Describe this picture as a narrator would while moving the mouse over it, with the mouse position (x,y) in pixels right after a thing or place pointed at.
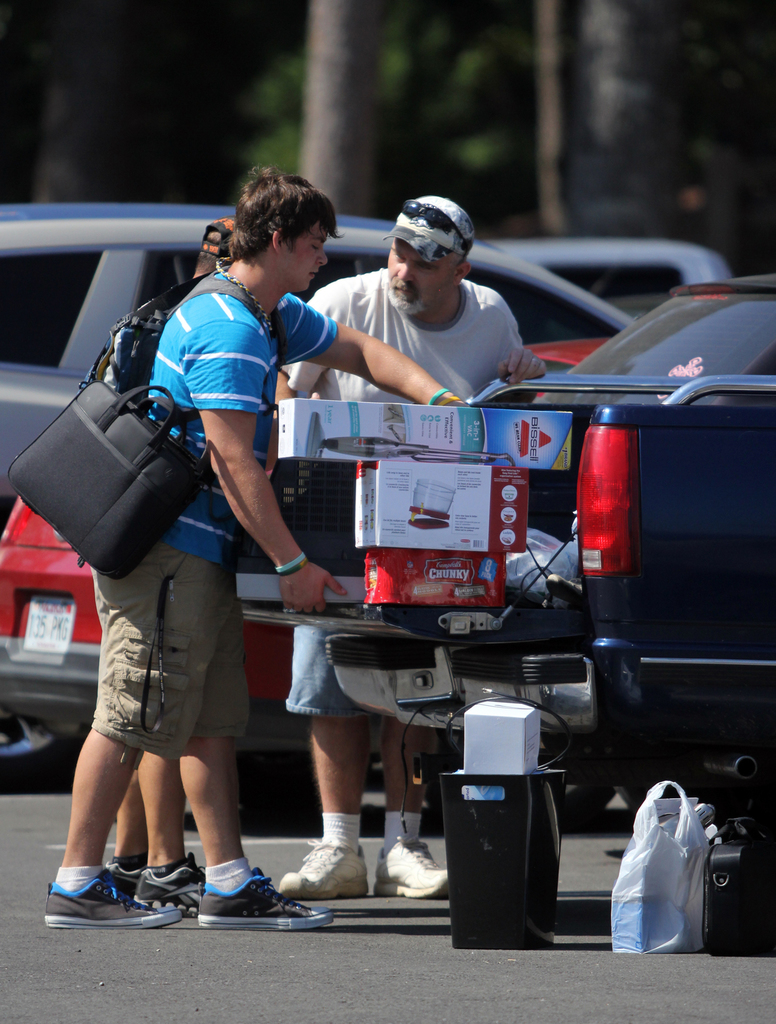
In this image I can see vehicles (44,392) and persons (262,291) and a person (273,306) carrying a bag (122,500) and holding boxes (360,408) and kept in the car (648,472) and I can see a cover (649,818) and dustbin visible on floor (401,1002), at the top (550,72) I can see trunk (661,62) of trees (585,101).
